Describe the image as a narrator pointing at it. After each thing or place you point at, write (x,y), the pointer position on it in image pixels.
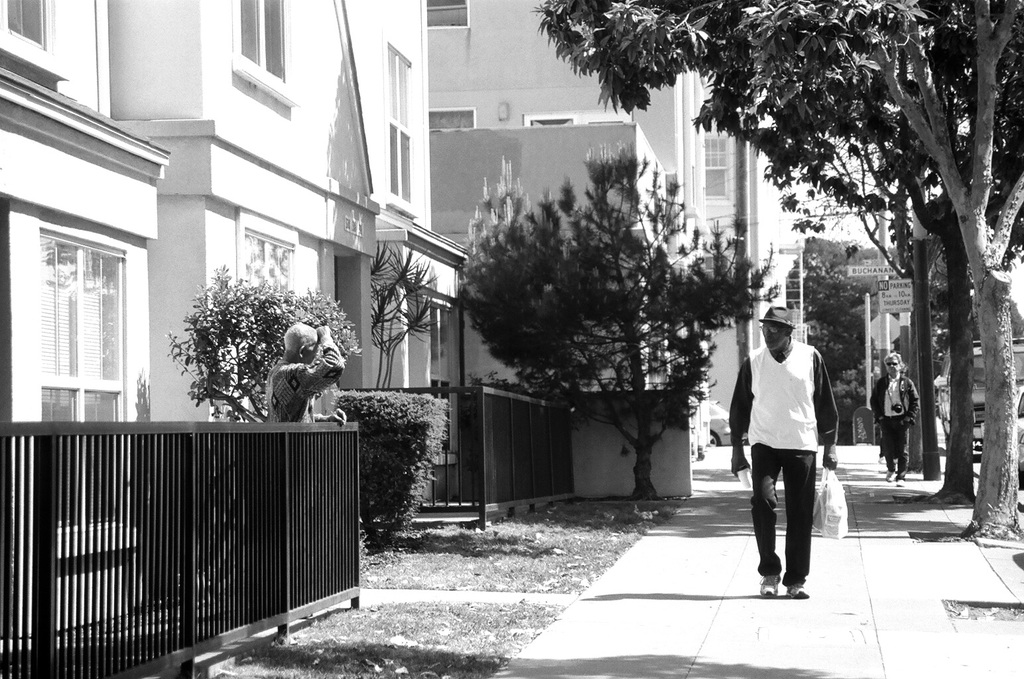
This is a black and white image. In the image there are two men (816,393) walking on the path (874,593). On the left side of the image (292,444) there is a fencing (226,476). Behind the fencing (290,447) there is a person (310,337). And also there are small plants (427,425) and bushes (305,317). There are buildings (223,50) with walls (300,75) and glass windows (42,275). And also there are trees (859,299) and poles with sign boards (893,296) in the background (864,274).
